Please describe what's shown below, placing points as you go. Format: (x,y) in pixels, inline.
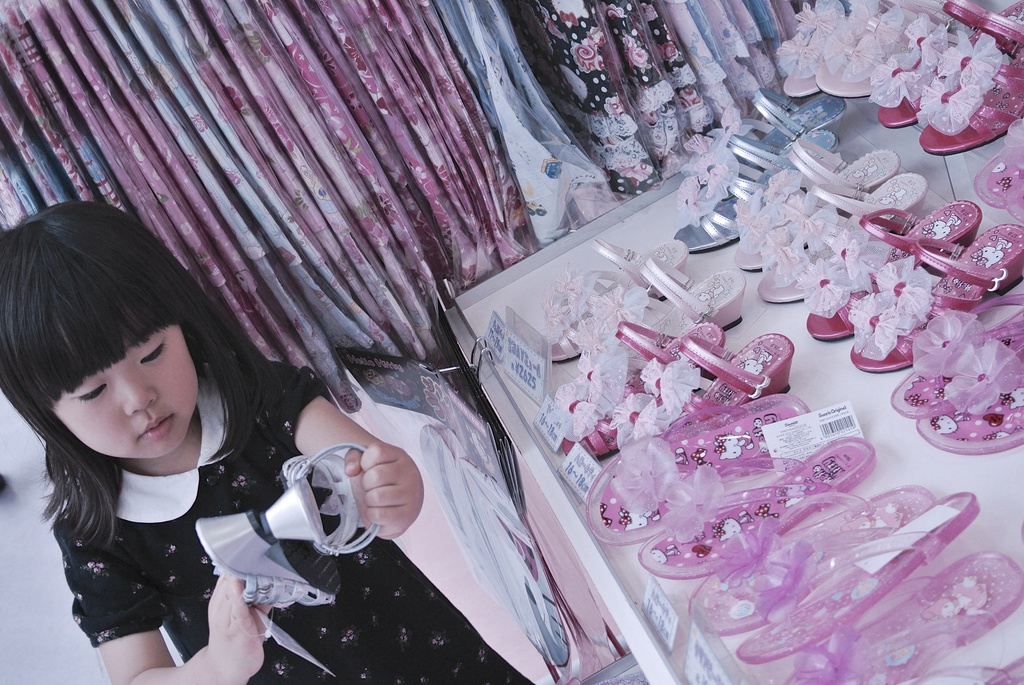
In this image there is a girl (142,490) on the left (216,503) who is playing with the slippers (283,542). Beside her there is a table (799,349) on which there are so many pairs of footwear (876,322). In the background (287,190) there are packed clothes (480,188).
